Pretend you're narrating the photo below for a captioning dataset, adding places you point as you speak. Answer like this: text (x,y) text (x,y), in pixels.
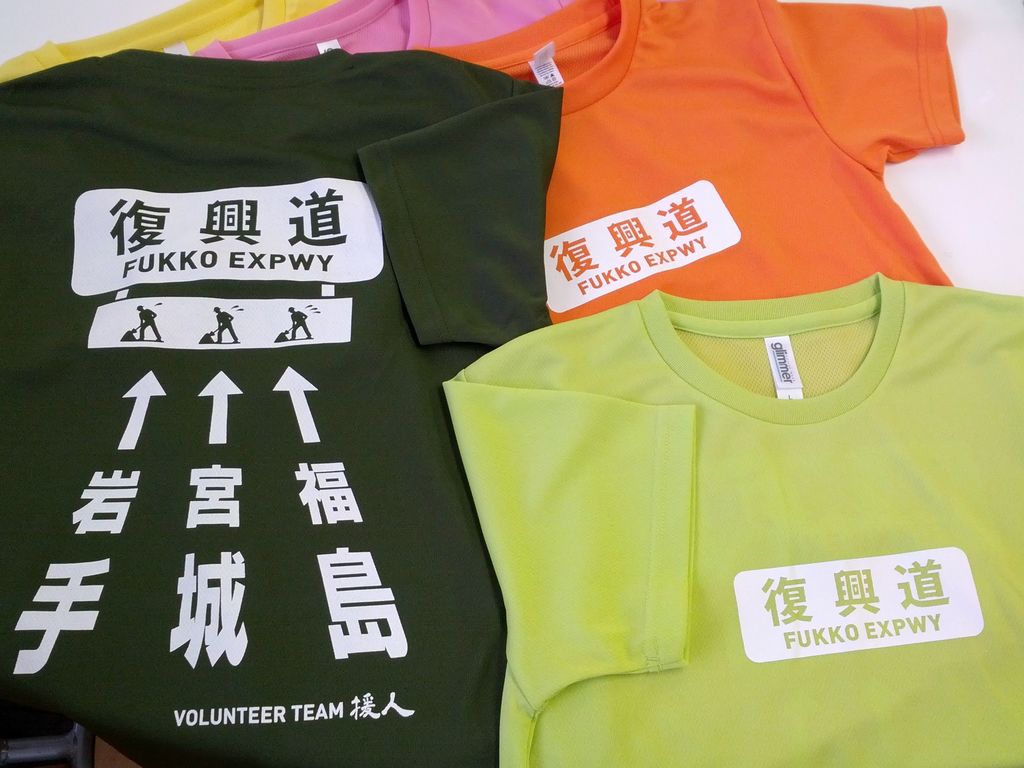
In this image there are few shirts (346,416) of different colours. Left top there is a yellow shirt (207,22). On it there is a pink and black shirt (282,206). Green shirt (979,440) is on the orange shirt (672,144).
